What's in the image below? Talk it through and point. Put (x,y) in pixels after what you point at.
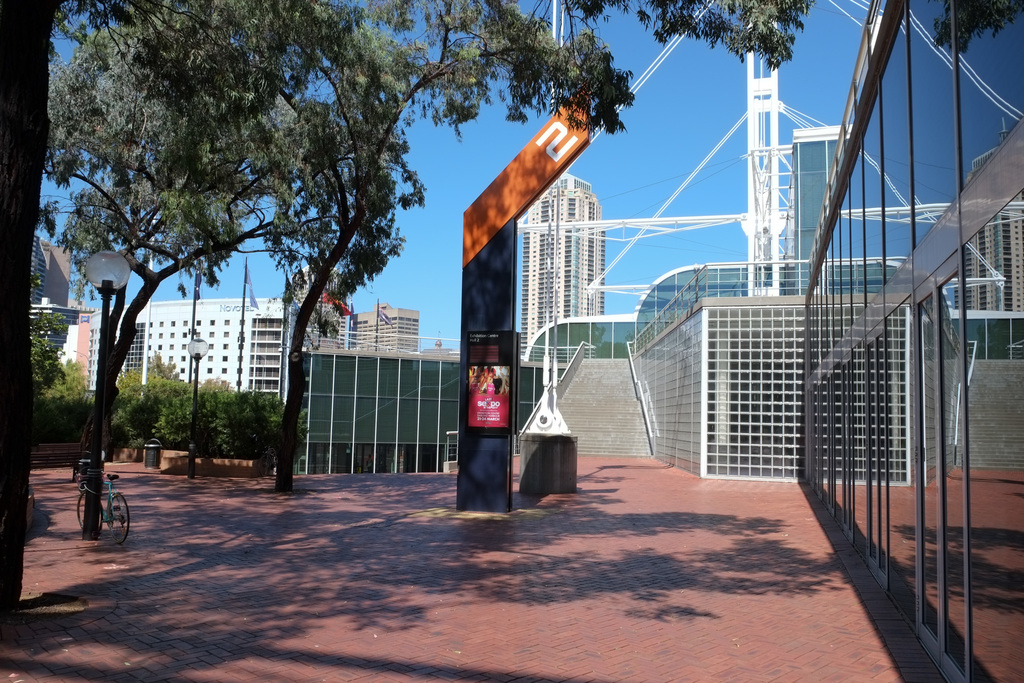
On the left of the picture (178,218) I can see trees (172,236) and left bottom of the picture (116,516) I can see cycle (113,502). Behind the image I can see buildings (277,326) and in the middle of the image (615,359) I can see steps (590,423).
